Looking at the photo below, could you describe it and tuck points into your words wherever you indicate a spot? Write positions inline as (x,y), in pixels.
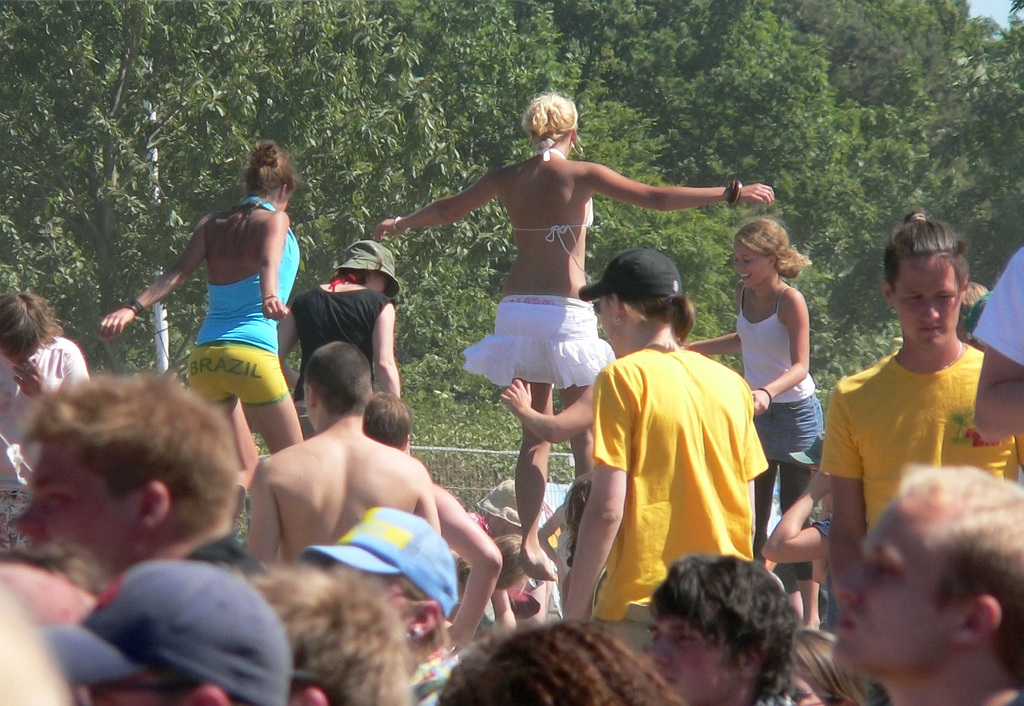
In the picture I can see a few persons (725,408). I can see two women (246,263) jumping and there is another woman (737,269) on the right side (778,299) is smiling. In the background (850,249), I can see the trees (743,133).
